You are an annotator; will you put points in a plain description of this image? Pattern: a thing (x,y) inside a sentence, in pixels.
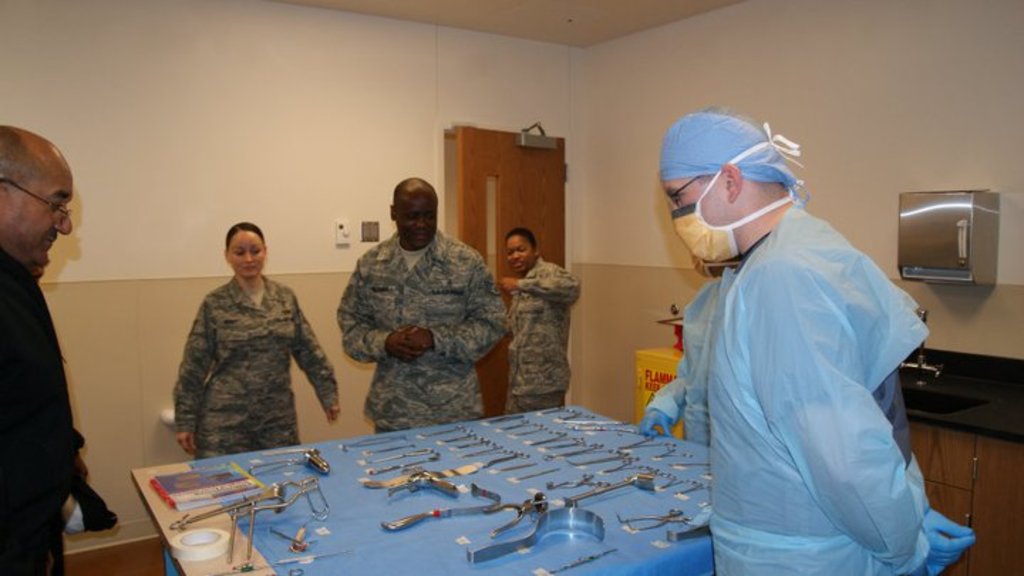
In the center of the image (521,383) we can see surgery instruments (576,502) placed on the table (172,567) and we can also see people (724,371) standing around the table (376,556). On the right side of the image (934,257) we can see tissue dispenser (967,281), sink (922,399) and tap (926,375). In the background (496,232) we can see wall (191,255), door (545,220) and switch board (362,235).
